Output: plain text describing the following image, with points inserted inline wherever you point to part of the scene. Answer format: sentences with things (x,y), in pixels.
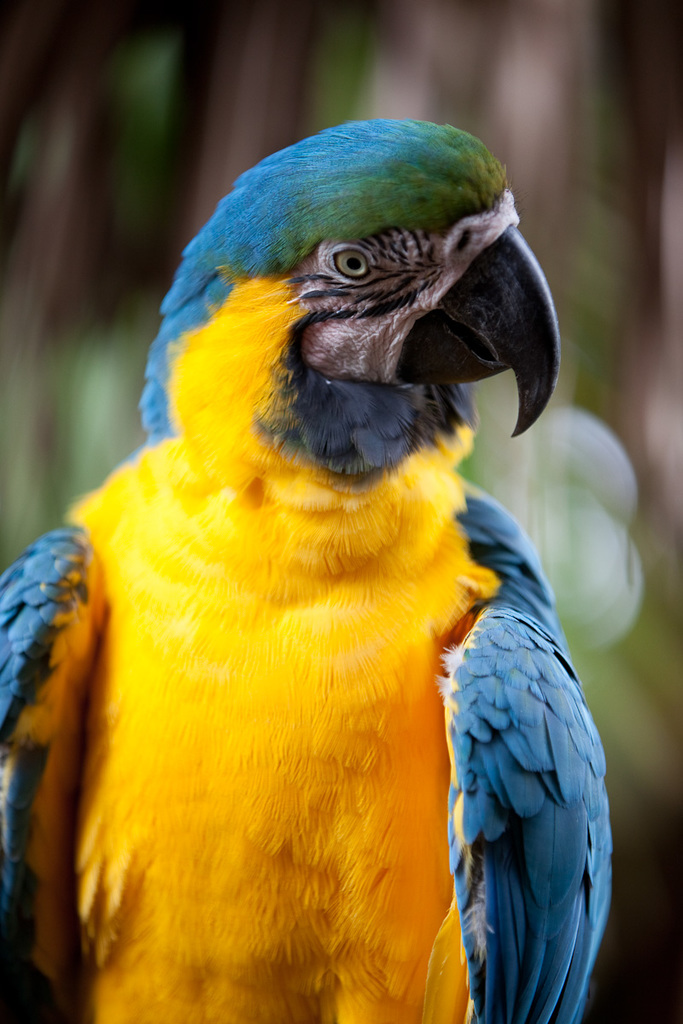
As we can see in the image in the front (446,483) there is a yellow and sky blue color bird (316,643). The background (73,461) is blurred.
